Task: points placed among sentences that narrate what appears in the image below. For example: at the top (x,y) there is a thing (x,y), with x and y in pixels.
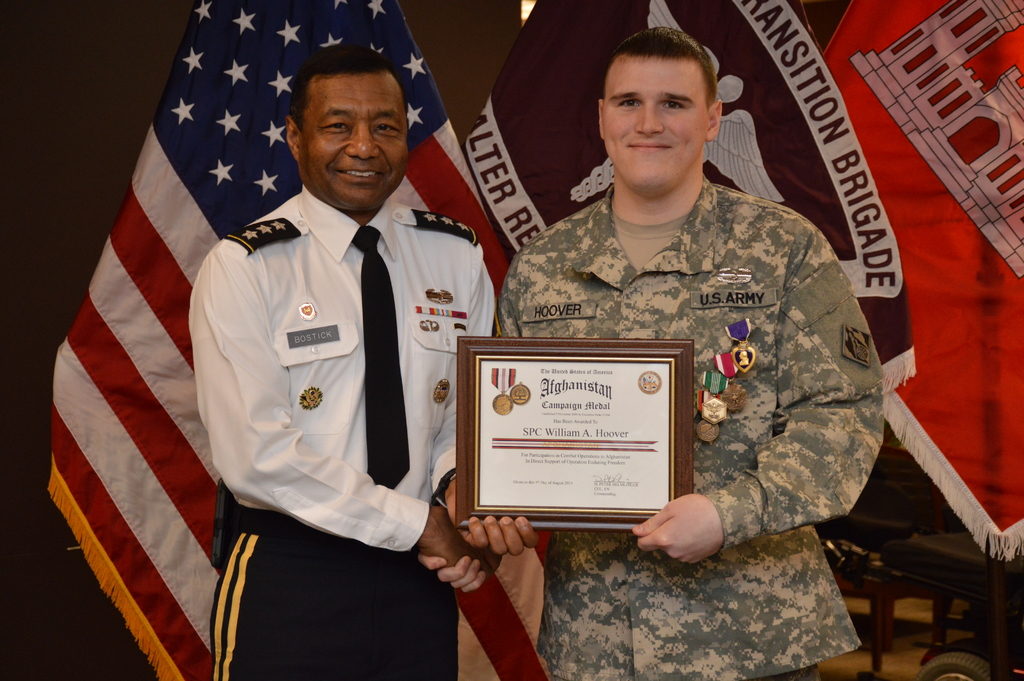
In this image we can see there are two people (499,531) in uniform (623,550) are posing for a picture and they are shaking hands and holding an award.
